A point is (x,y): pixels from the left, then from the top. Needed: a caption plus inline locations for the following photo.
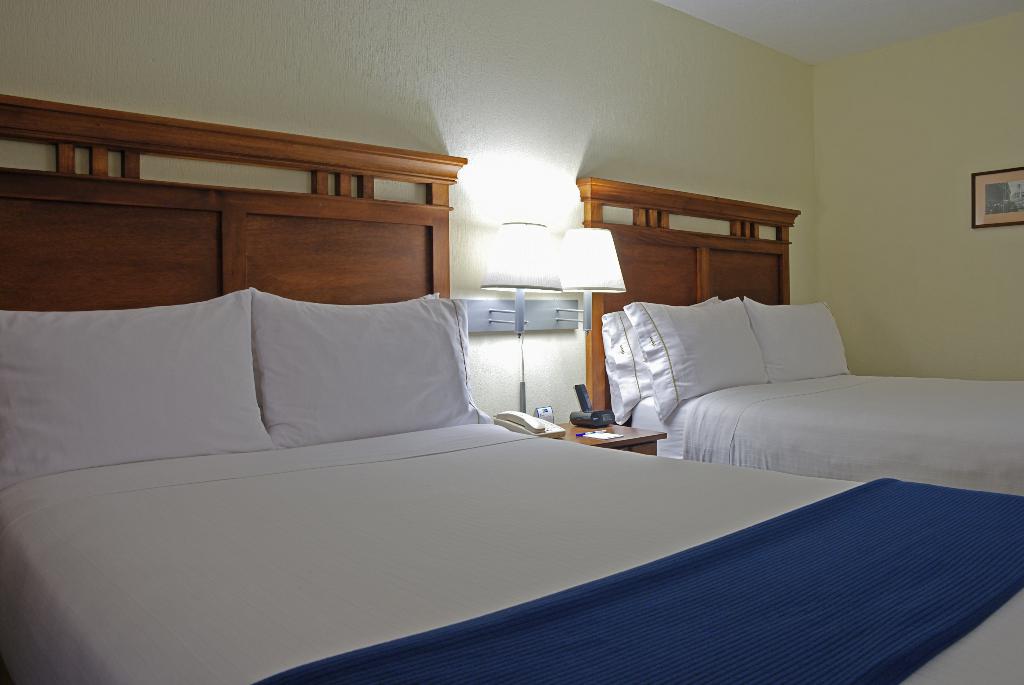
In this image I can see there are two beds (581,540) with pillows (420,412) on it. I can also see there is a table (626,433) which has a phone (558,426) on it.
